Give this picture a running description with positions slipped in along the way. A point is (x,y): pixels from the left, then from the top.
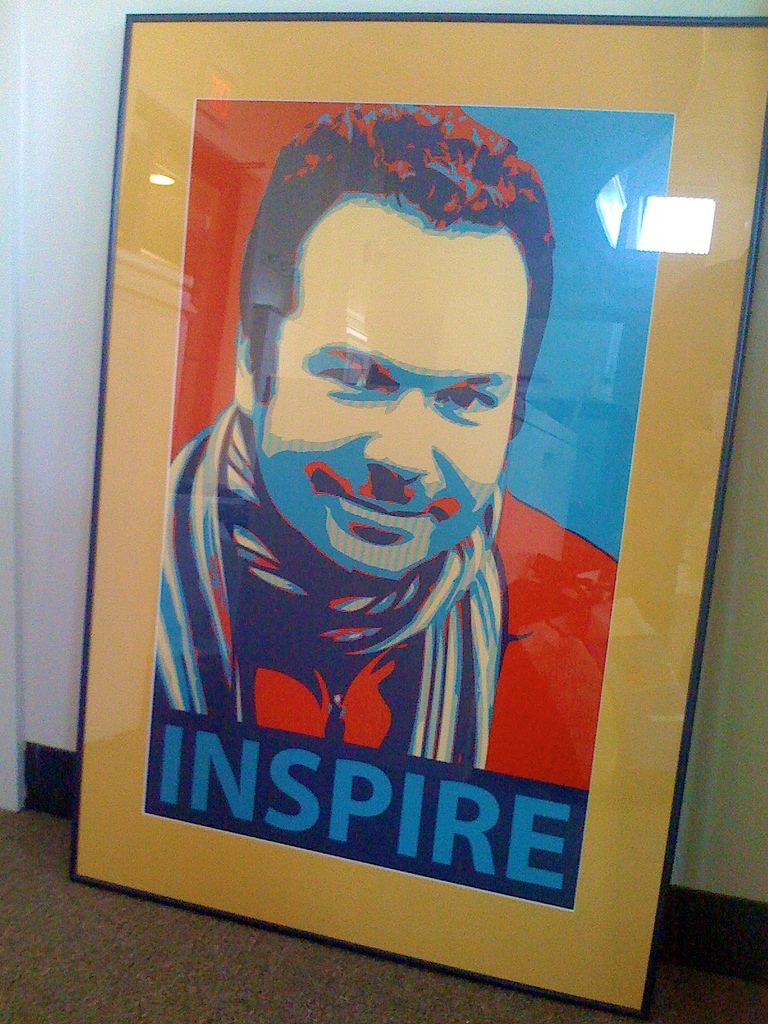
In this picture there is a frame (670,792) and on the frame (701,107) there is a painting (543,495) of a person (327,203) and there is a text (554,843) on the frame (526,834). At the back (40,702) there is a wall (40,702). At the bottom (280,972) there is a mat (262,972).
